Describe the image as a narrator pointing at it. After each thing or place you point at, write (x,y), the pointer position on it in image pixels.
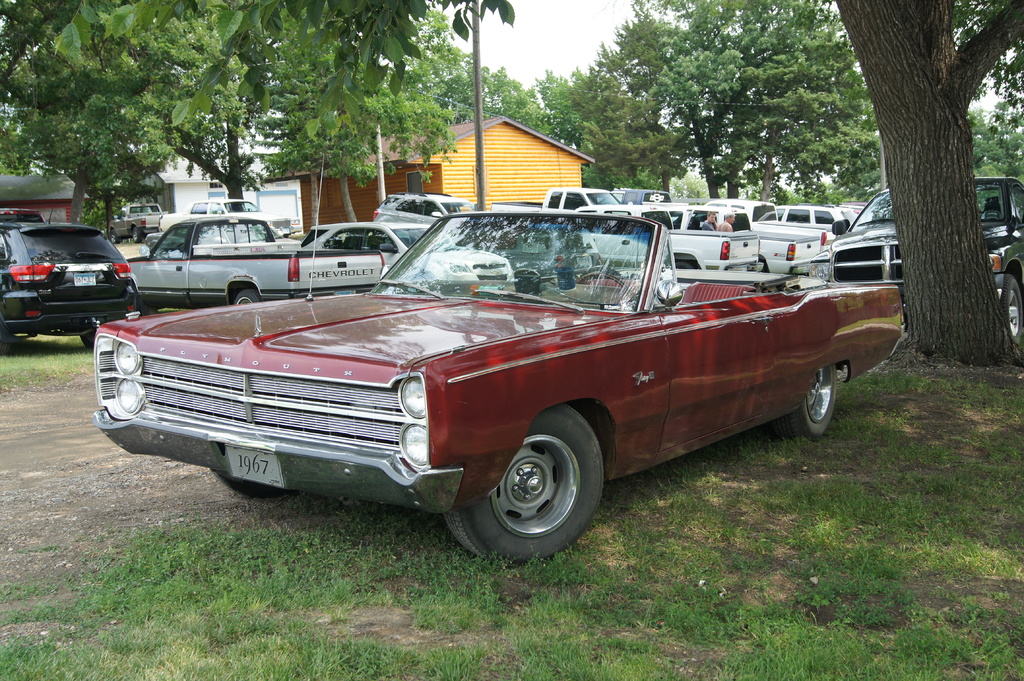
This is an outside view. In this image I can see many cars (226,357) on the ground (146,547). At the bottom (520,634), I can see the grass (720,616). In the background (85,103) there are many trees (328,137) and houses (497,169). On the right side (715,223) there are two persons (727,216) standing. At the top of the image (558,50) I can see the sky (539,36).
